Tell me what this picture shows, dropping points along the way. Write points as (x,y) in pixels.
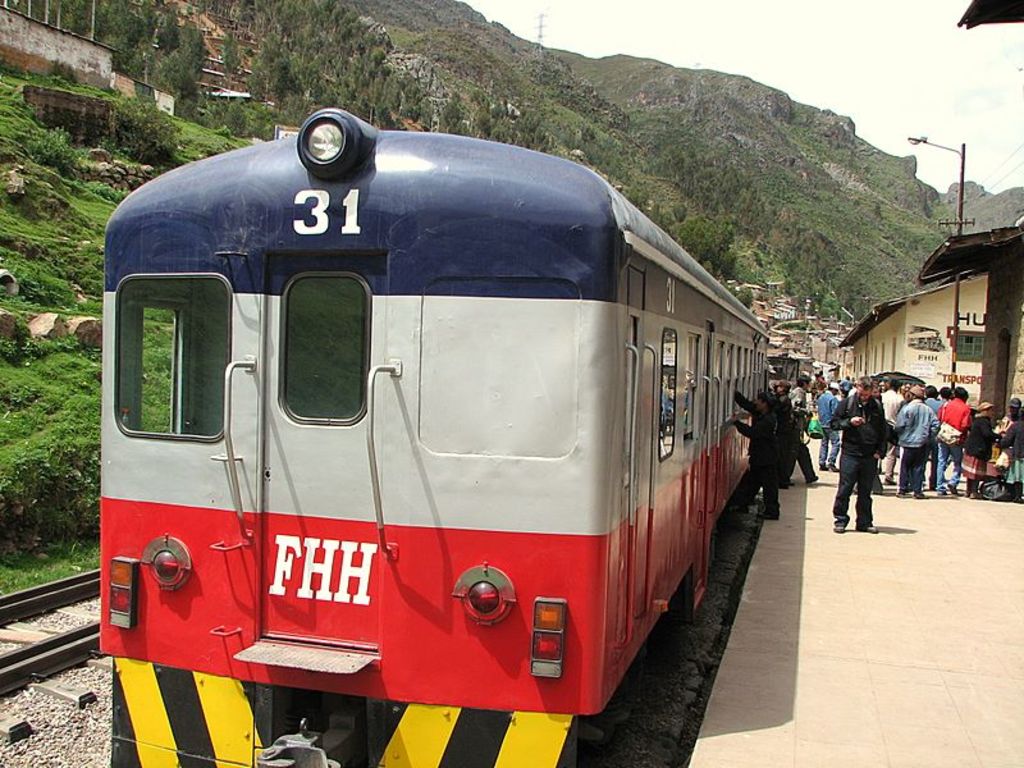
In the image there is train (461,408) on the left side (317,474) and people (873,429) standing on the platform (843,618) on the right side (903,616) with buildings (783,362) in the back (773,354) and over the whole background (276,56) there are hills (291,57) covered with plants (334,103) all over it and above its sky (746,43).
